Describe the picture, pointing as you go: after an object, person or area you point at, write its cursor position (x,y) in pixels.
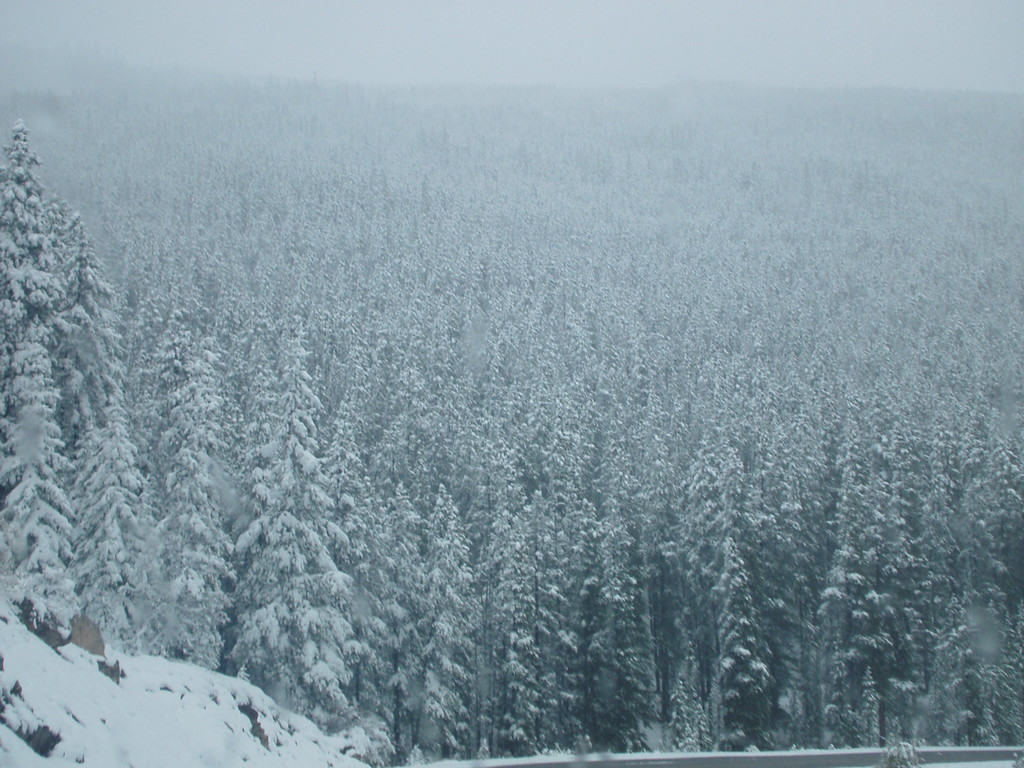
This is an outside view. Here I can see many trees (344,412) covered with the snow (215,455).
